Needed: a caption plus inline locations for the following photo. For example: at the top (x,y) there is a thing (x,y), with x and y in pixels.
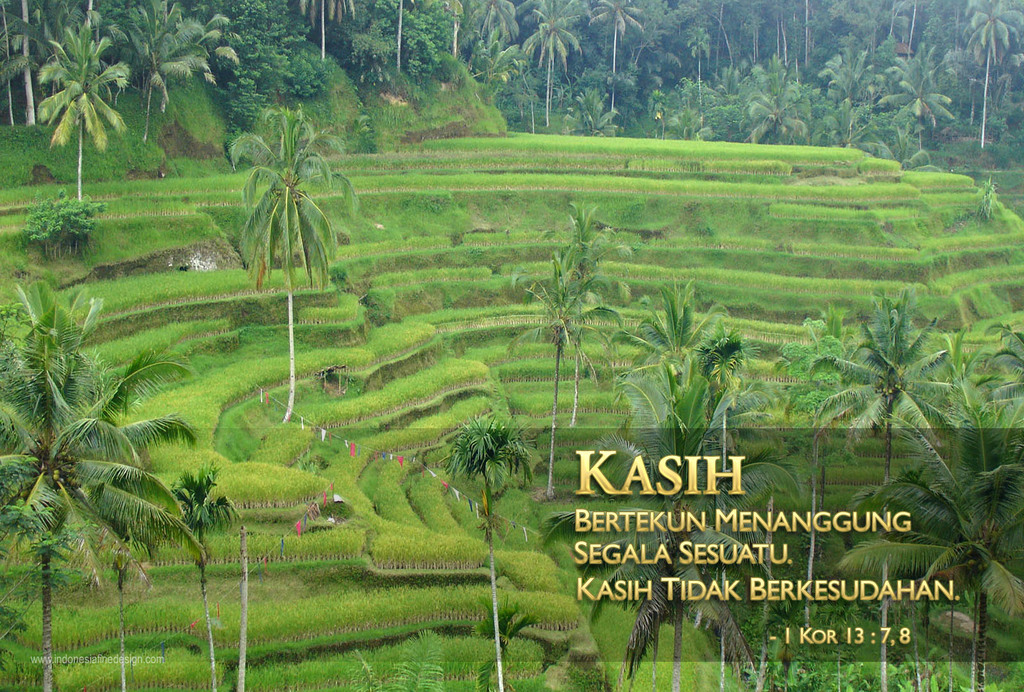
In the image we can see some trees (998,497) and grass (504,291).
